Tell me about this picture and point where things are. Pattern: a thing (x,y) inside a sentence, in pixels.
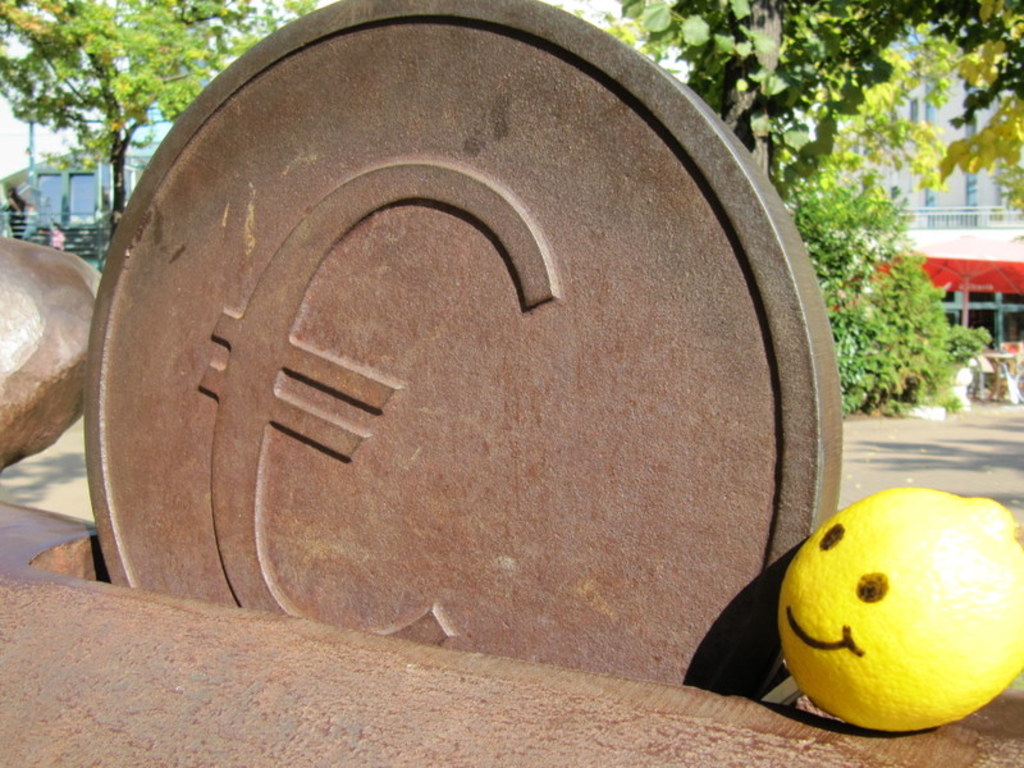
In this image, there is an outside view. There is a coin (112,262) in the middle of the image (435,406) made up of a stone (567,317). There is a smile (823,595) in the bottom right of the image (809,581). There is a tree (141,62) in the top left (199,23) and in the top right of the image (823,70).
